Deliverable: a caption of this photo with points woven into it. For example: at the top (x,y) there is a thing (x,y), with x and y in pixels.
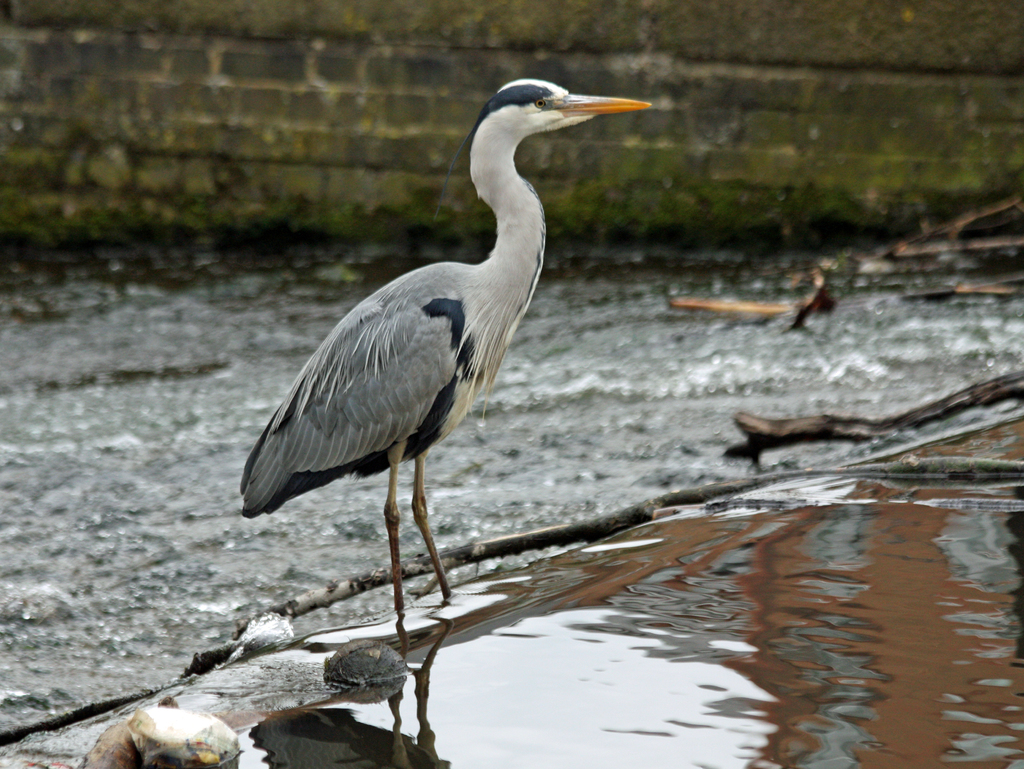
In this image we can see a bird (479,184) is standing here. Here we can see the water (919,589) and the background of the image (794,10) is slightly blurred, where we can see the ground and the stone wall (365,78).
